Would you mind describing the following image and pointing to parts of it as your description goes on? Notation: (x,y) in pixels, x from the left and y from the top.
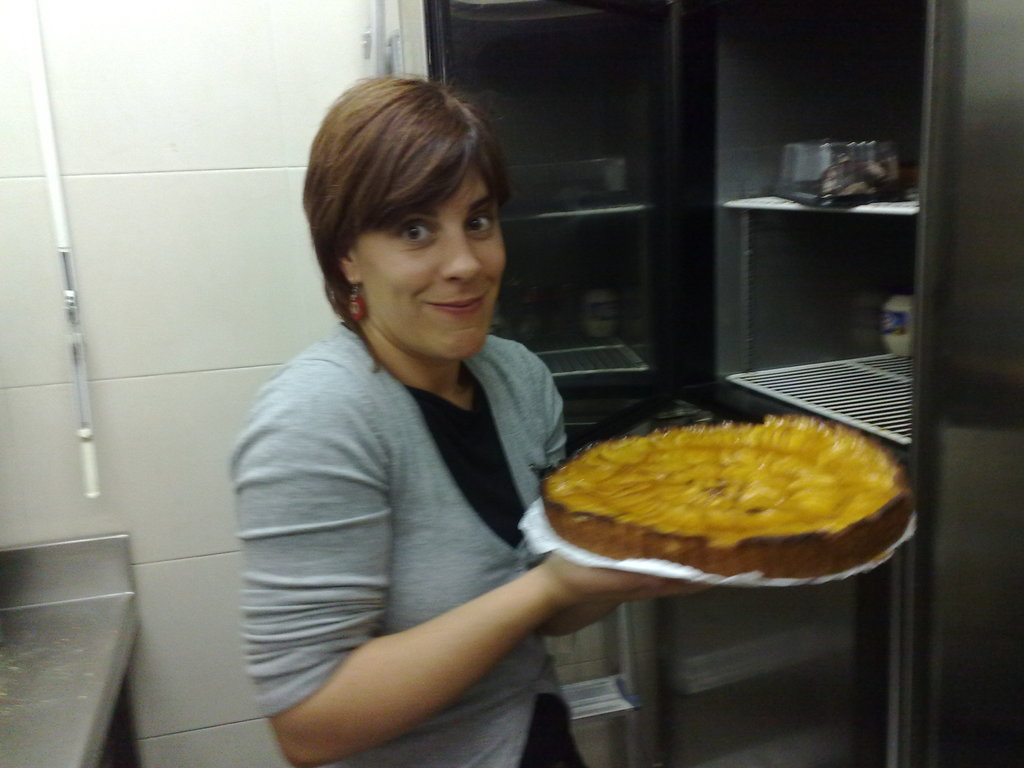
In this image there is a woman (349,631) standing. She is smiling. She is holding food (682,514) in her hand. In front of her there is a cupboard (714,195). There are boxes (815,203) in the cupboard (859,268). Behind her there is a wall (157,291). To the bottom left (72,691) there is a metal table (86,670).
